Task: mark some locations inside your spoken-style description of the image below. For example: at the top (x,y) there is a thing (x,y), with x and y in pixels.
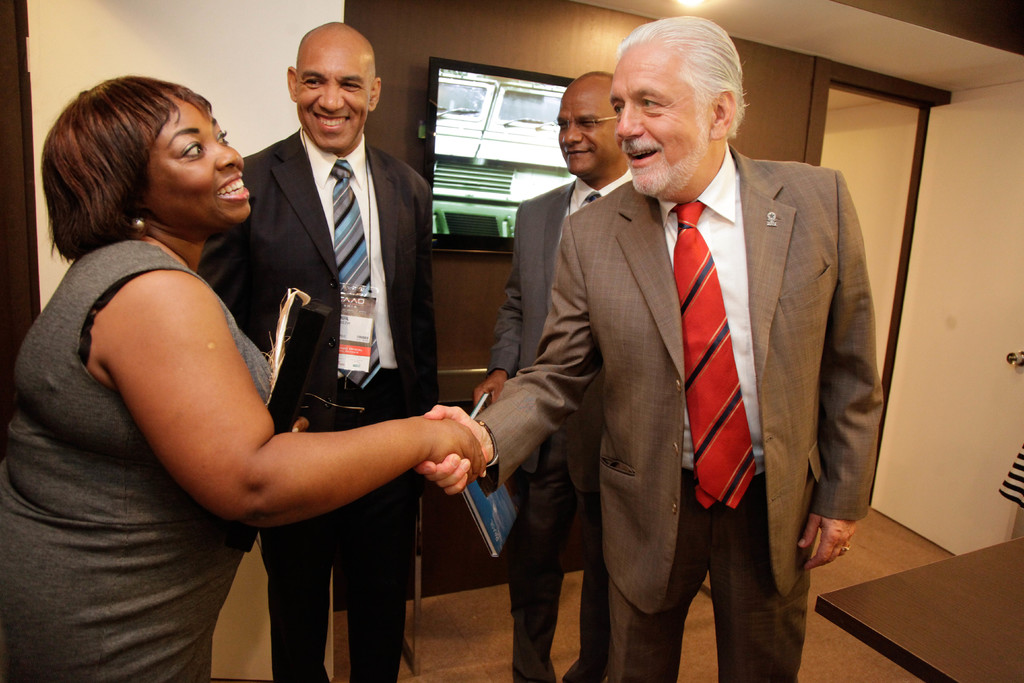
This image is taken indoors. In the background (469,47) there is a wall (788,86) with a door (948,192) and there is a television (482,162) on the wall (495,50) and there is a lamp (697,3). On the right side of the image (887,494) there is a door (963,364) and there is a table (940,615). At the bottom of the image (454,643) there is a floor (453,656). On the left side of the image (180,287) there is a woman (125,280) with a smiling face (214,214) and she is holding a hand (464,428) of a man (640,42). In the middle of the image (352,286) three men (408,270) are standing on the floor (464,627) and they are with smiling faces (565,143). A man (671,214) is holding a woman's hand (473,438) and another man (514,352) is holding a book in his hand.
